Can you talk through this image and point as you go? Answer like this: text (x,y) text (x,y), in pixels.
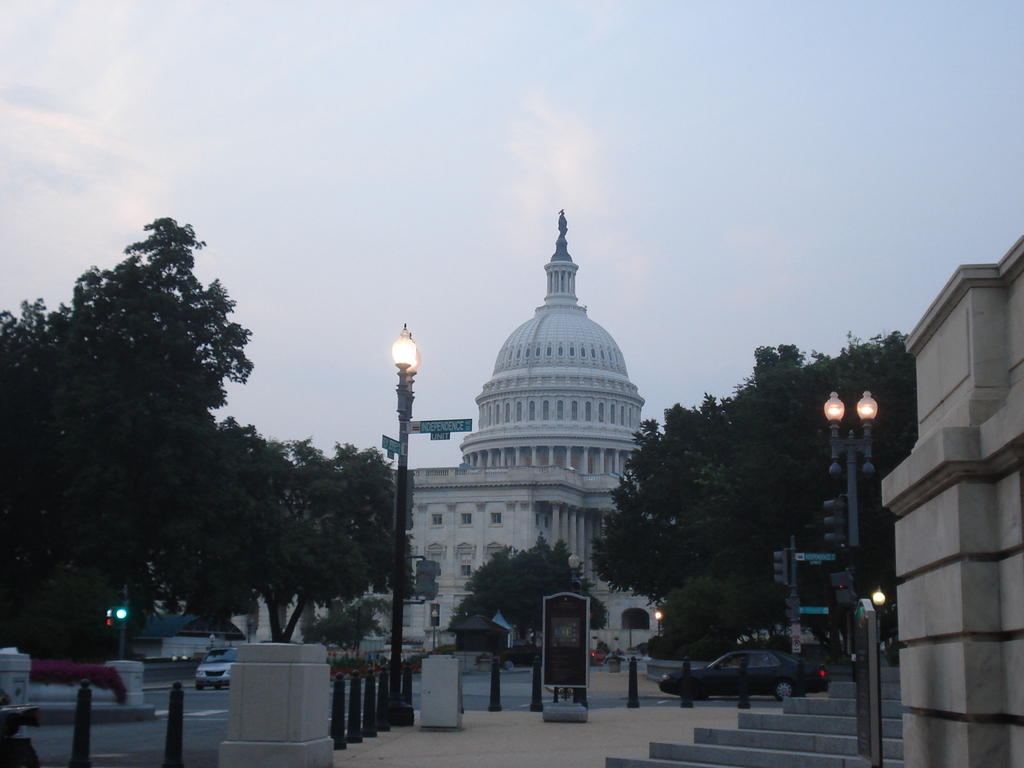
In this image we can see vehicles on the road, light poles (400,686), trees (209,576), small rods (180,735) on the footpath (595,759), building (418,613), boards (791,645) on the poles (791,645) and clouds (361,300) in the sky (767,119).
